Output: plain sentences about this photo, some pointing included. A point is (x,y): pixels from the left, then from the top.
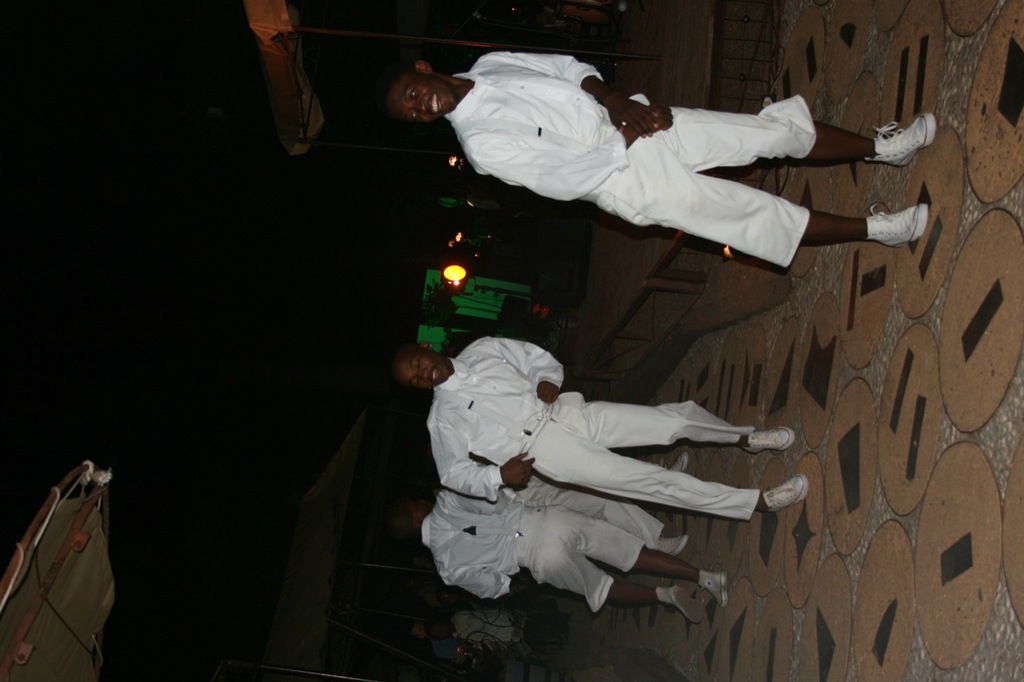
In this image there are so many people (501,501) in white dress (484,519) are standing on floor (677,511), behind them there are some things (415,673).
